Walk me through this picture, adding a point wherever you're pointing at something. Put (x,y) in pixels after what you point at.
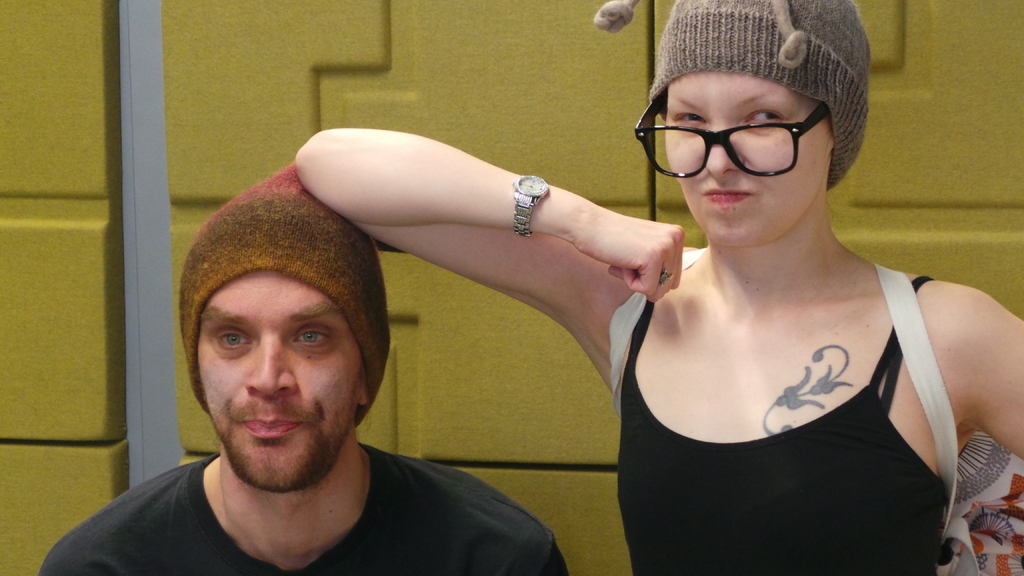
In this image I can see two persons (744,452) and I can see a woman (720,189) wearing spectacles (765,165) and cap (684,65) and backpack (914,369) visible on the right side (809,67). and in the background (982,234) I can see green color wall (941,83).
